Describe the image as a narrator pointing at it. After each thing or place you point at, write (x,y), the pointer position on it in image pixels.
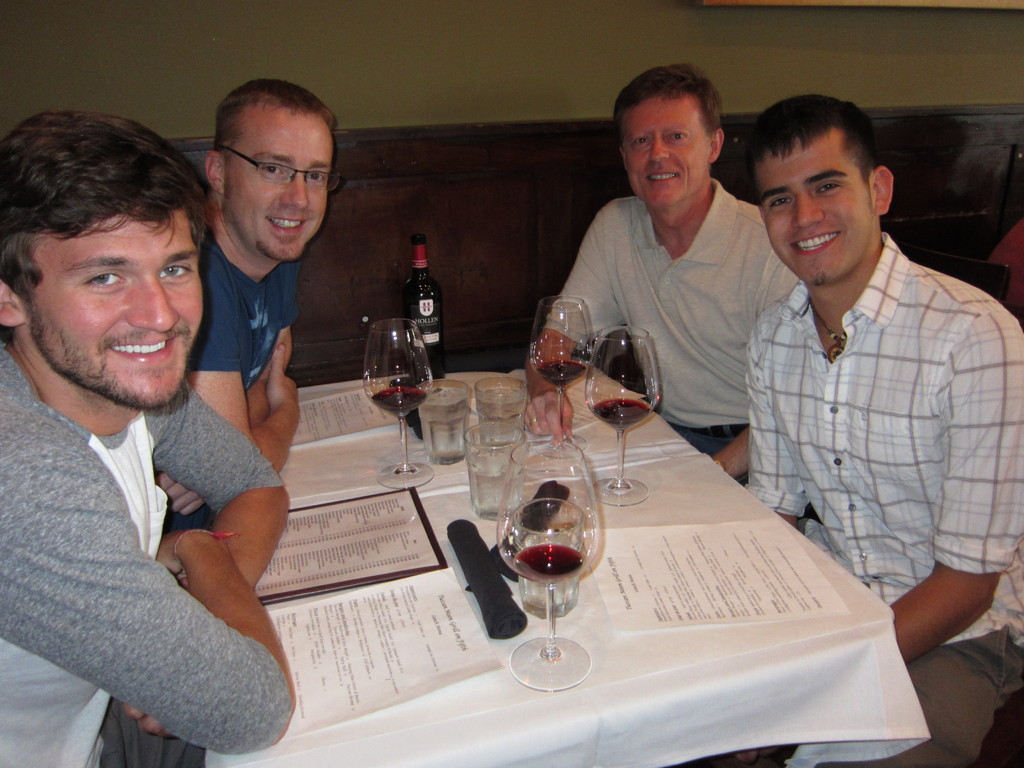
In this image I can see the four people (531,373) sitting in-front of the table (445,690). On the table (463,463) there are glasses (533,451) and the papers (334,689).
